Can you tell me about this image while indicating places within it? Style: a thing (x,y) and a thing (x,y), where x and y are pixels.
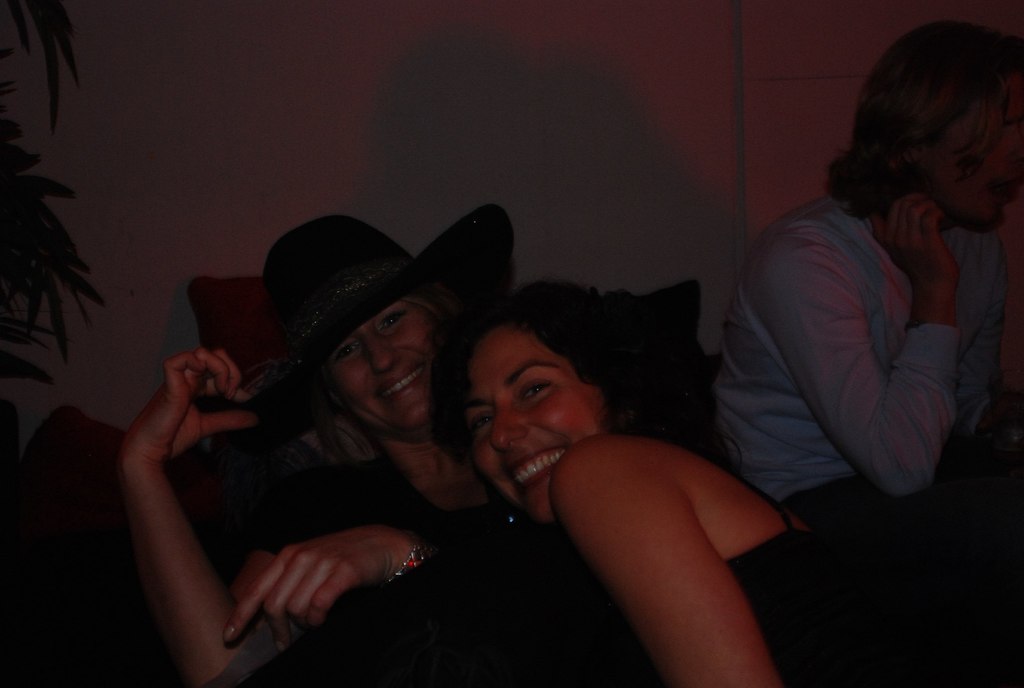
In the center of the image (492,439) there are two people (452,469) wearing a smile on their faces (537,464). Beside them there is another person (843,466). Behind them there are pillows (639,305). In the background of the image (533,108) there is a wall (515,69). On the left side of the image (3,193) there is a plant (18,222).
